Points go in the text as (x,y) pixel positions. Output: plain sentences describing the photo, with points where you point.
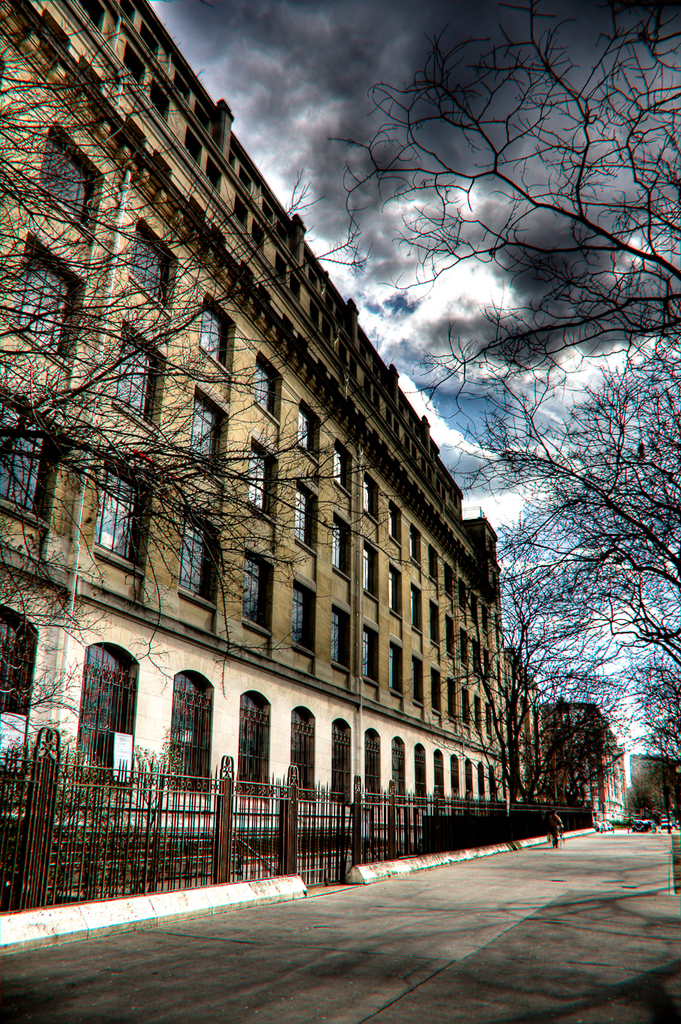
In this image we can see a group of buildings (346,650) with windows (338,621), barricade (383,843), pathway (506,965). In the background (311,84), we can see a group of trees (543,535) and the cloudy sky (305,95).
